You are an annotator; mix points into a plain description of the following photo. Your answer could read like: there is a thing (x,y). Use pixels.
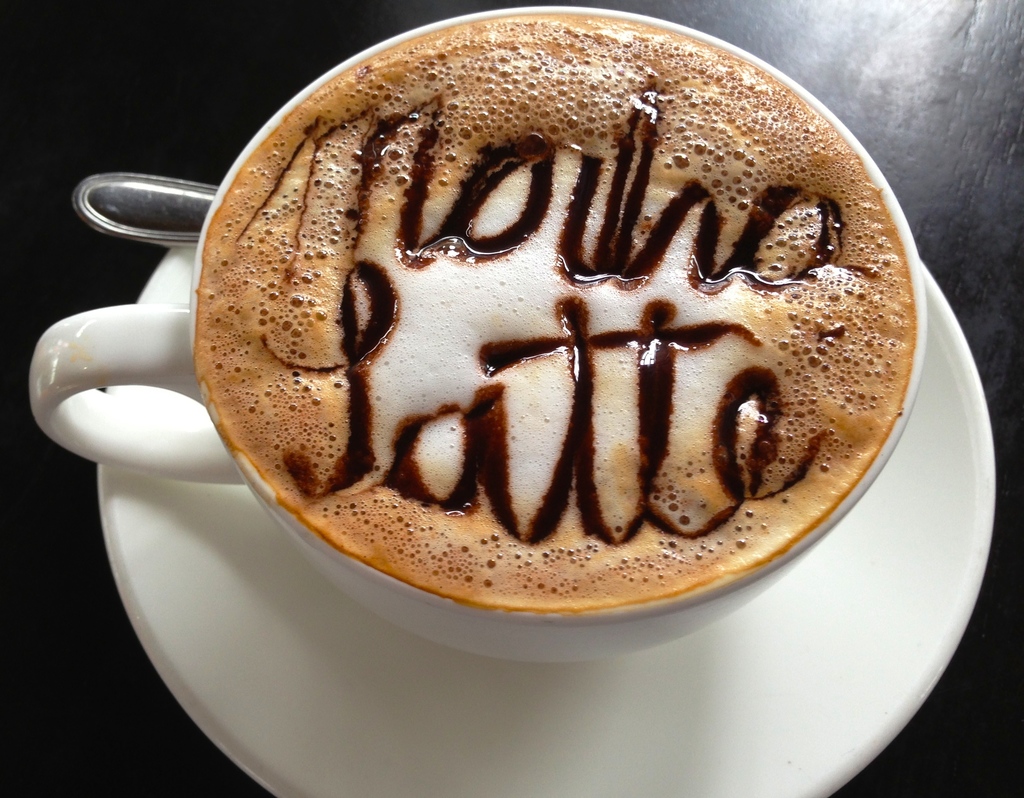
In this image we can see a white cup (460,303) with a saucer (605,681) and we can see coffee latte (578,601) in a cup (568,264) and a spoon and also we can see the text (552,524) on a coffee latte (563,539).
